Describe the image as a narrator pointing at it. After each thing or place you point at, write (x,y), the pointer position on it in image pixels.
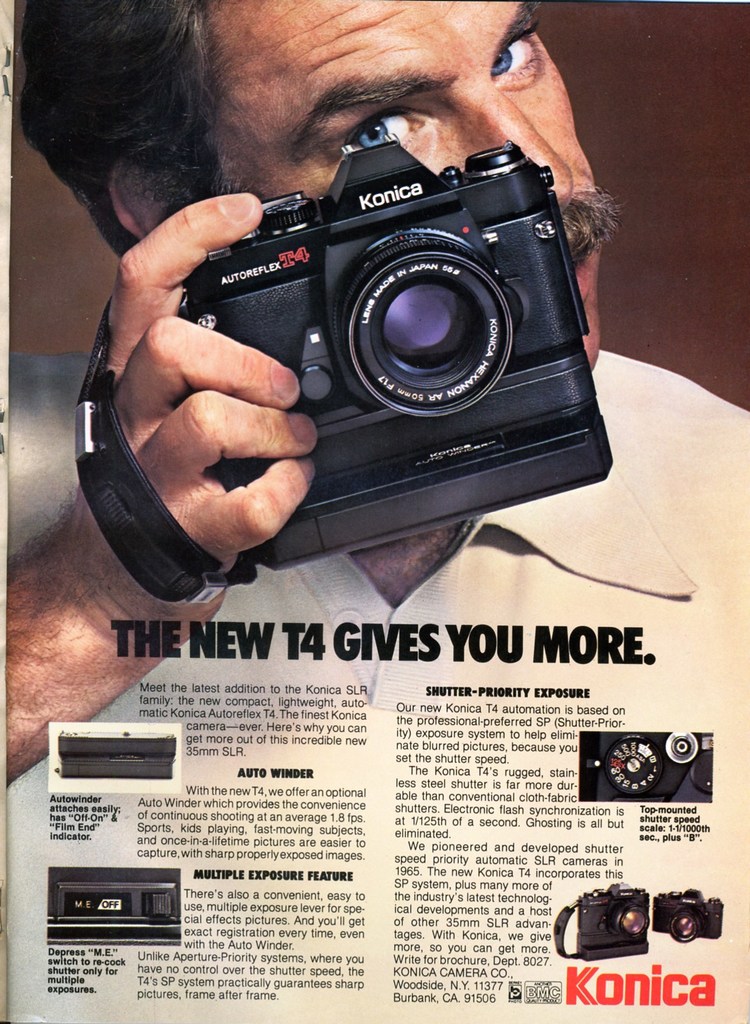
This image consists of a man (298,419) holding a camera (389,392). At the bottom (296,840), there is text (195,809). It looks like a poster.
